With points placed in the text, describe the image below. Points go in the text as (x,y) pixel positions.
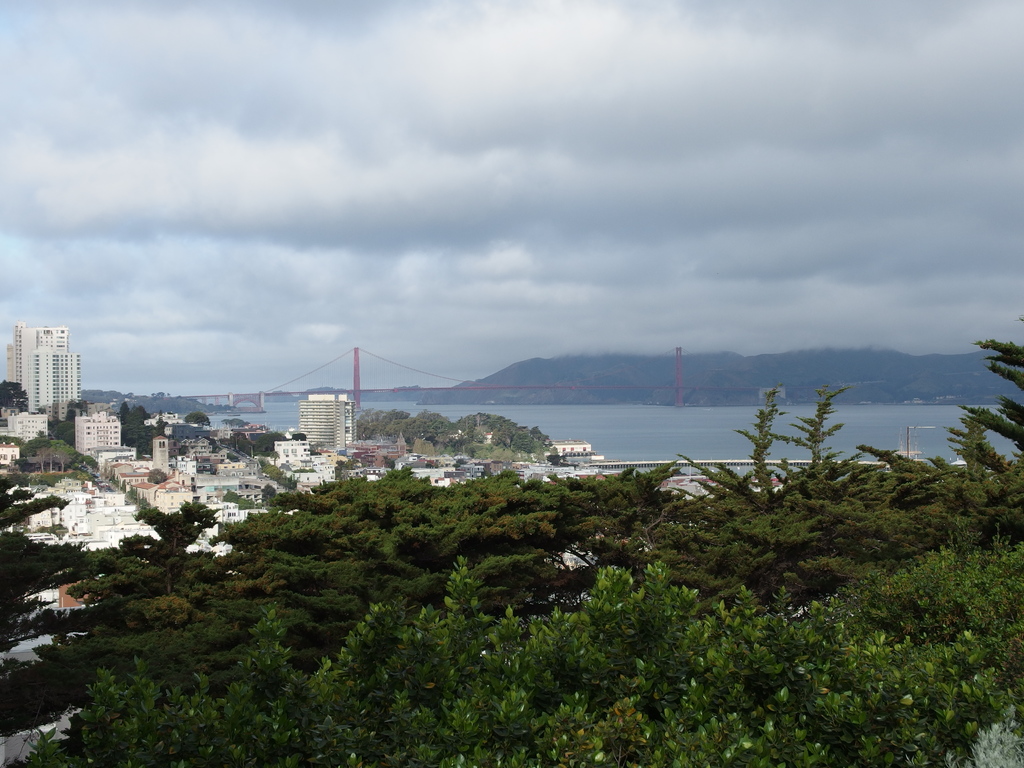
In this image I can see number of trees (457,649) which are green in color, number of buildings (201,488) and the road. In the background (808,379) I can see the bridge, the water (705,408), a mountain (633,397) and the sky (463,233).
